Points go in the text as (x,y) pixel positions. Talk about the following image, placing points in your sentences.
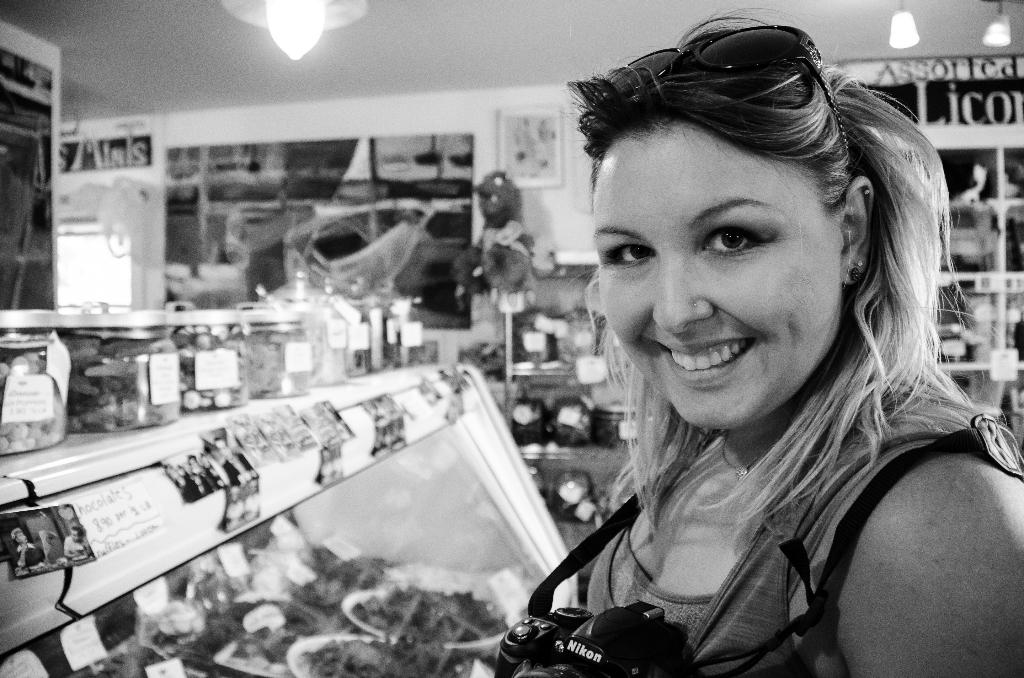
This is black and white picture where we can see a woman (840,517), she is smiling and holding camera (589,663). Behind her so many food items (153,629) are arranged in containers (83,364) and racks (527,371). Top of the image (497,39) roof (563,4) is there and light (337,15) is attached to the roof (351,27).
